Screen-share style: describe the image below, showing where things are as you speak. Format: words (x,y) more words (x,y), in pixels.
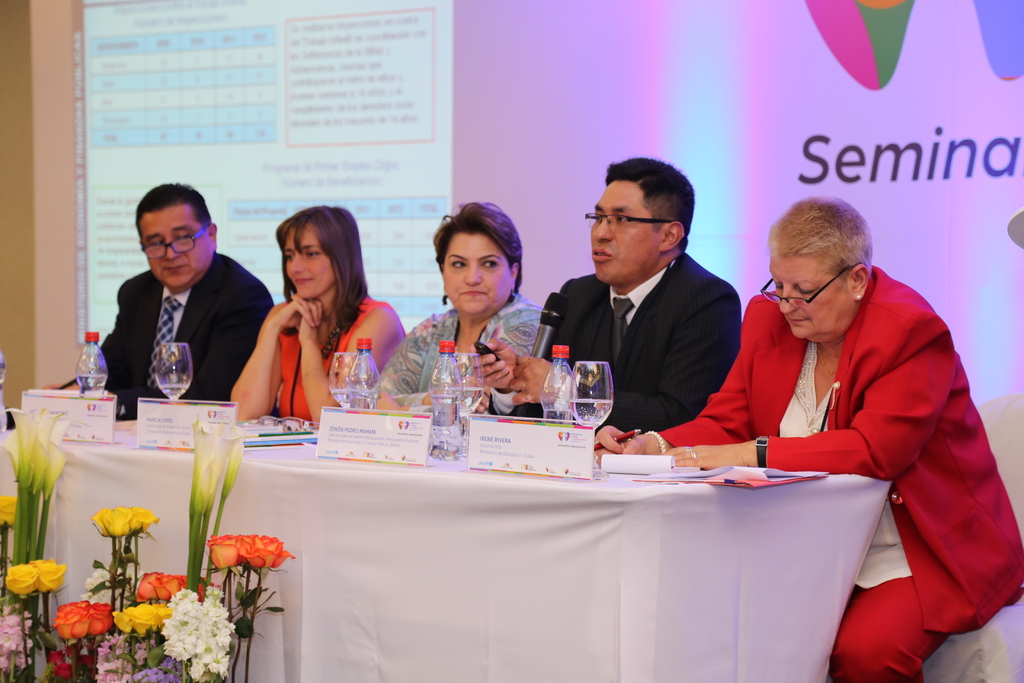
On the background (265,111) we can see screen (287,123). here we can see few persons (513,331) sitting on chairs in front of a table (295,652) and on the table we can see water glass (166,365), water bottles (103,365), boards (560,426), book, paper (663,460) and pen (638,430). These are flowers (134,630).
